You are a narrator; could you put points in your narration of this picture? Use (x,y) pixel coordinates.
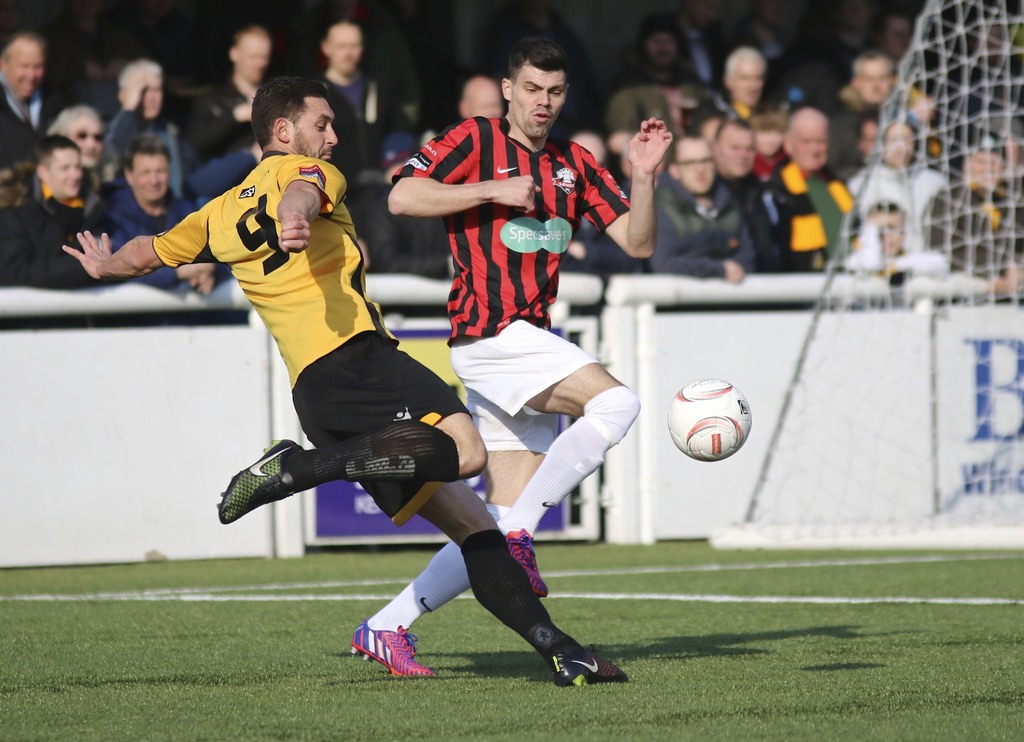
In the foreground of the picture (630,389) there are two players (572,408) playing football. At bottom (717,695) it is grass (784,613). On the right (895,326) there is a goal post (895,312). The background (693,87) is blurred. In the background (638,62) there are audience (238,151) and railing (725,297).
